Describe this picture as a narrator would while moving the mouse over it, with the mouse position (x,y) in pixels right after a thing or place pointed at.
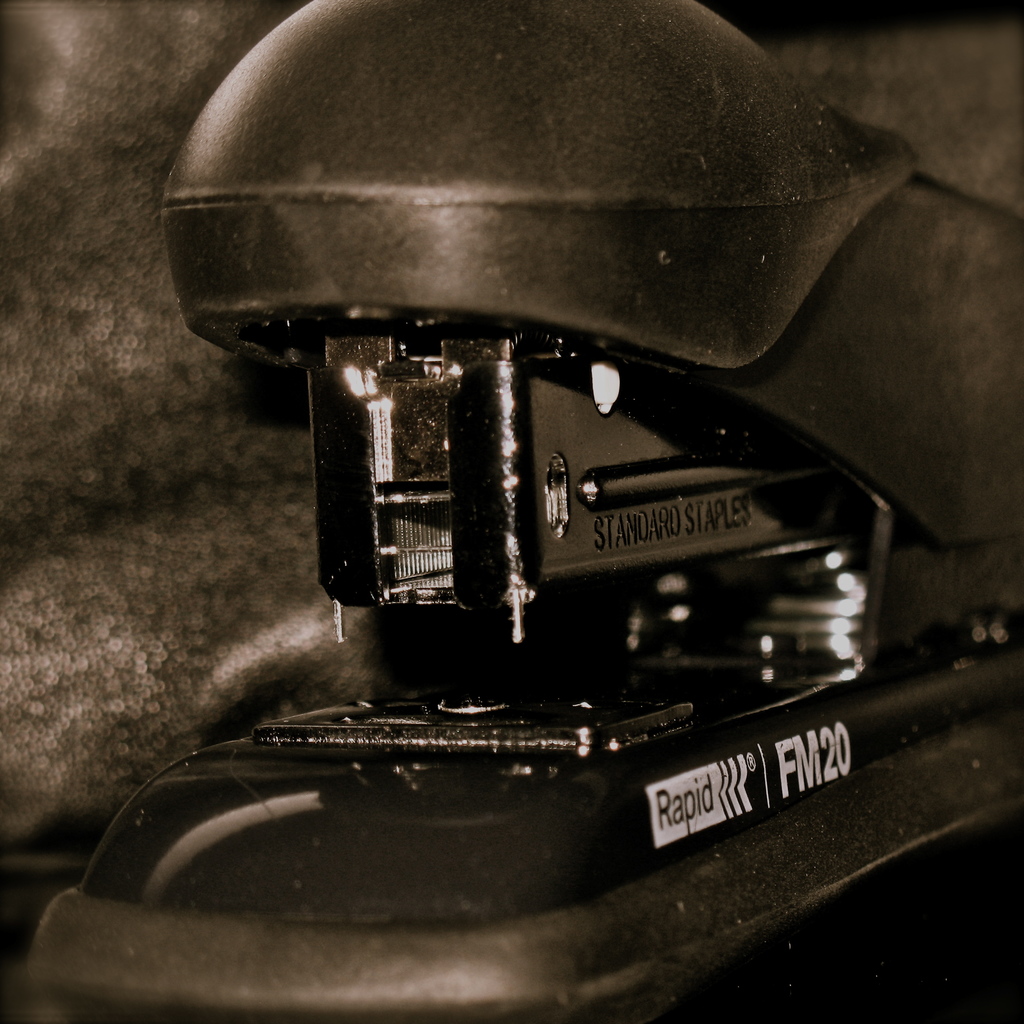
This is a black and white image. In this image there is a stapler (483,308). On that something is written.
